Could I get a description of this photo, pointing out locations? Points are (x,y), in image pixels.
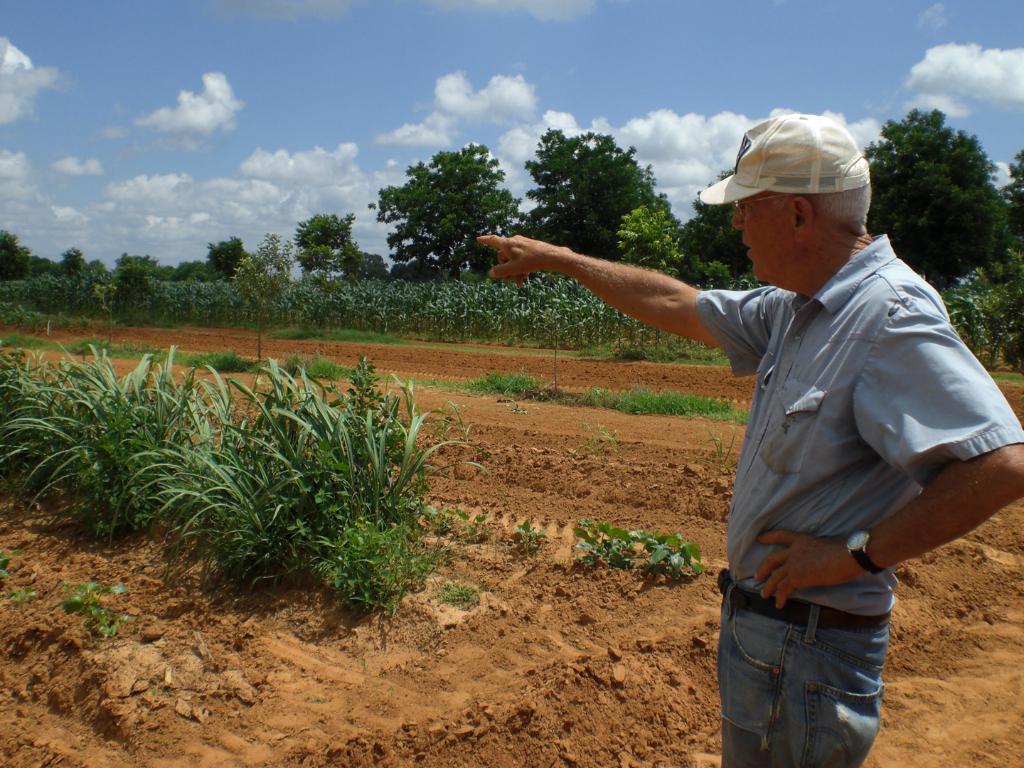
In this image I can see on the right side (800,558) a man (897,436) is standing and pointing his hand (494,270) towards the left side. He is wearing the cap (774,179), on the left side (74,383) there are plants (157,418), in the background (580,225) there are trees (538,234). At the top (442,84) there is the sky (442,84).
